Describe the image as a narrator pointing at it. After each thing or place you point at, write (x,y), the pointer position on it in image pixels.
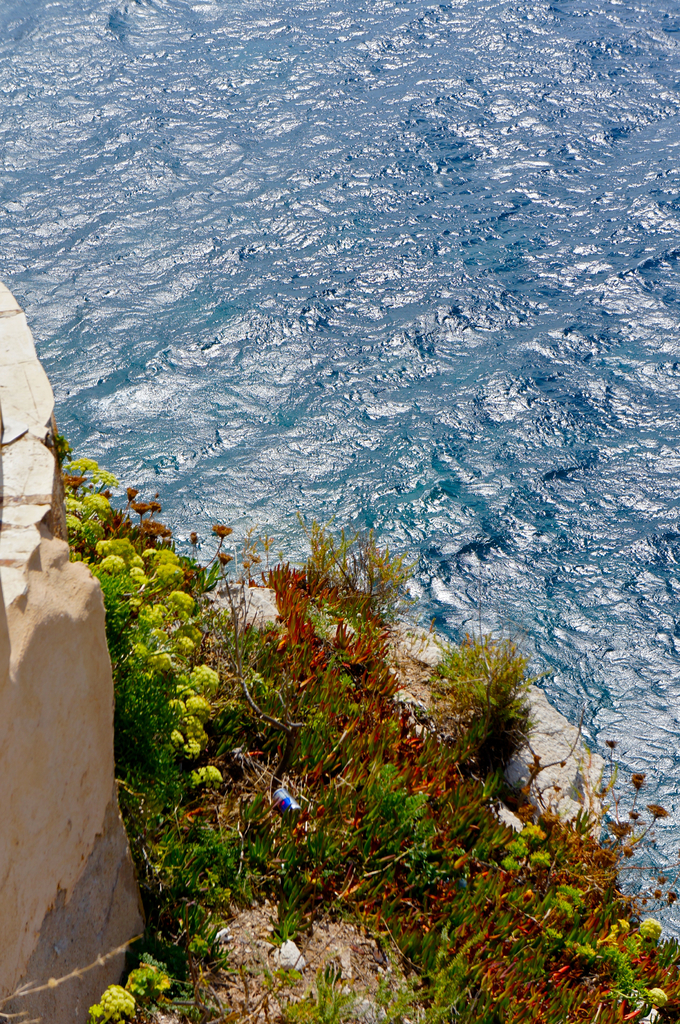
In the picture we can see the water (265,308), which is blue in color and beside it, we can see a surface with different kinds of plants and a wall (78,744).
